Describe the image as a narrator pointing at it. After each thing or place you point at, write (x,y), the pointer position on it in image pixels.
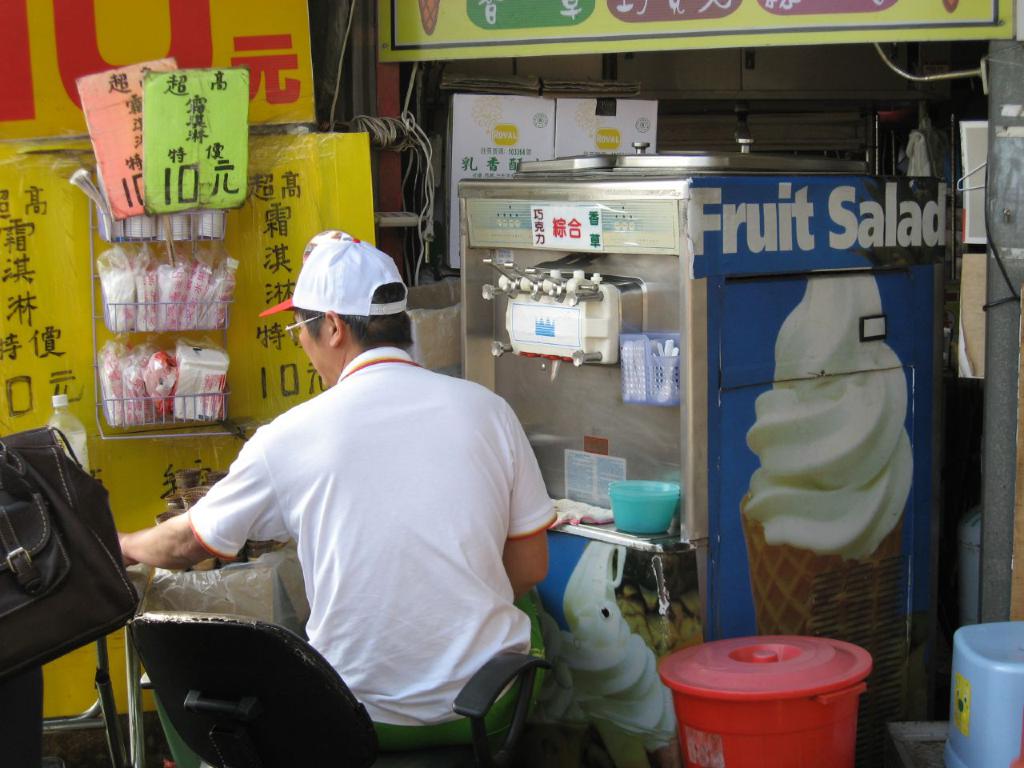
In this image I can see the person (341,591) sitting on the chair (360,712). The person (324,584) is wearing the white color dress (289,471) and the cap (355,274). To the left (29,536) there is a bag (71,554). To the right (792,703) there is a bucket (718,712) and stool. In the background (633,343) I can see the stall (707,376) and machine (589,387) and there are boards (323,147) and many objects (654,364) in it.
